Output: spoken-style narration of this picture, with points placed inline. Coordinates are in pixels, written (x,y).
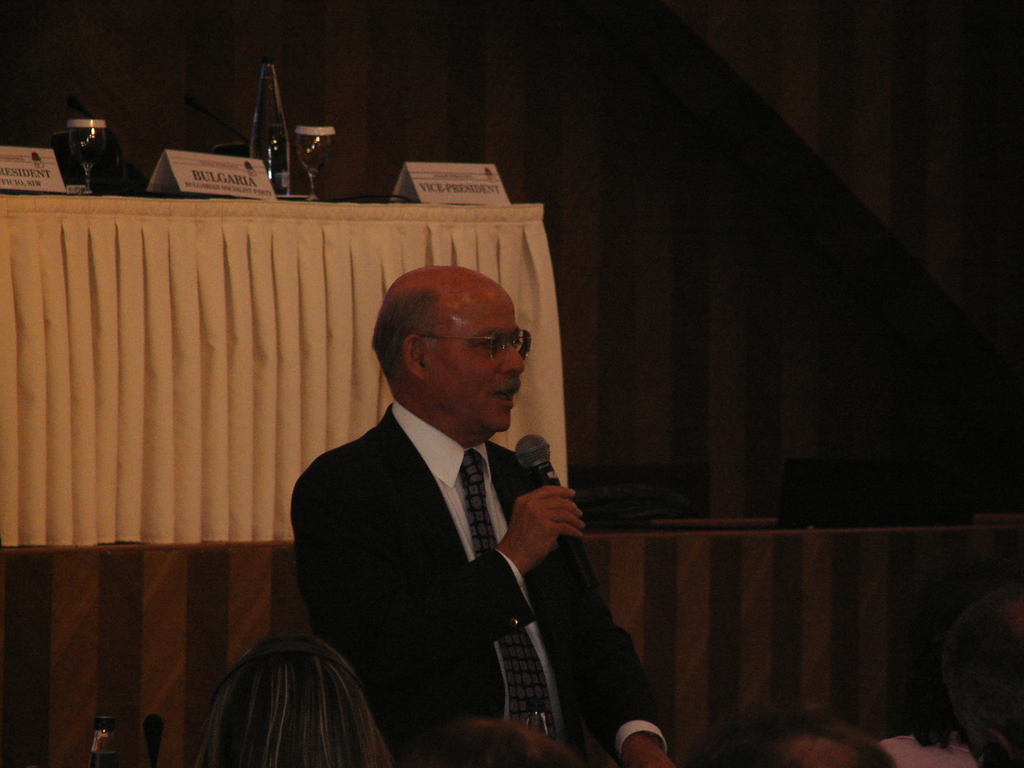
In this image, we can see a person (403,450) wearing clothes (382,564) and holding a mic (554,473) with his hand (536,532). There are people heads (713,755) at the bottom of the image (216,750). There is a table (160,352) on the left side of the image (204,251) contains bottle (270,155), glasses (303,137) and paper boards (245,181).
